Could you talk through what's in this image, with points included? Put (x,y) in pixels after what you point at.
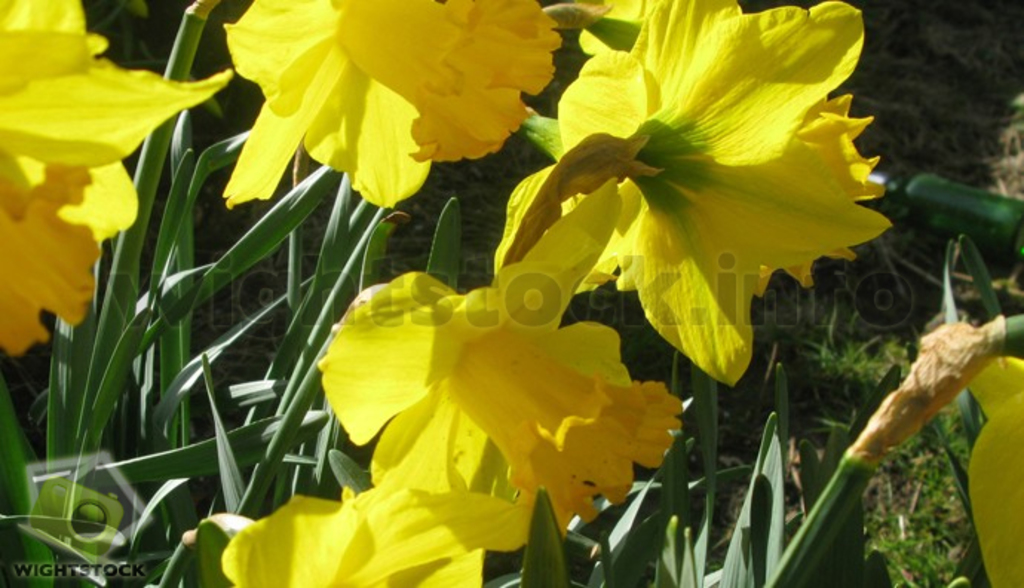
In this image, we can see some yellow color flowers (673,441) on the plants (247,263).
